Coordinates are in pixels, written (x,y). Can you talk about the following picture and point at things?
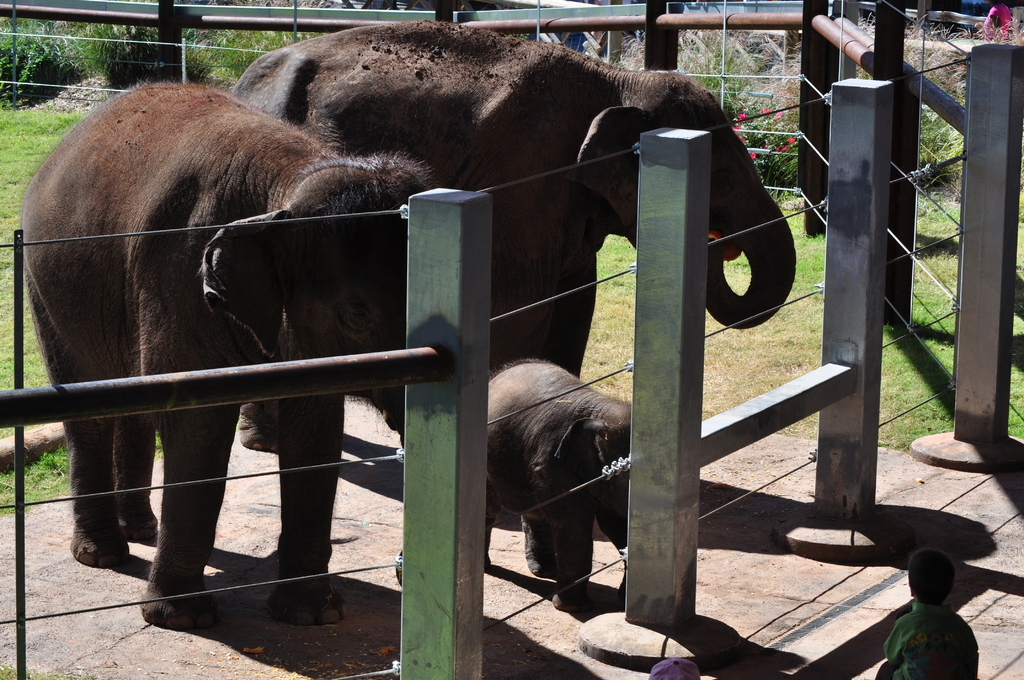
In this picture there are elephants (755,252) behind the railing (992,315). In the foreground (928,653) there are two persons (941,652). At the back (26,43) there is a person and there are plants (766,55) and flowers (733,118). At the bottom (63,467) there is grass (761,362) and there is a floor (764,512).
